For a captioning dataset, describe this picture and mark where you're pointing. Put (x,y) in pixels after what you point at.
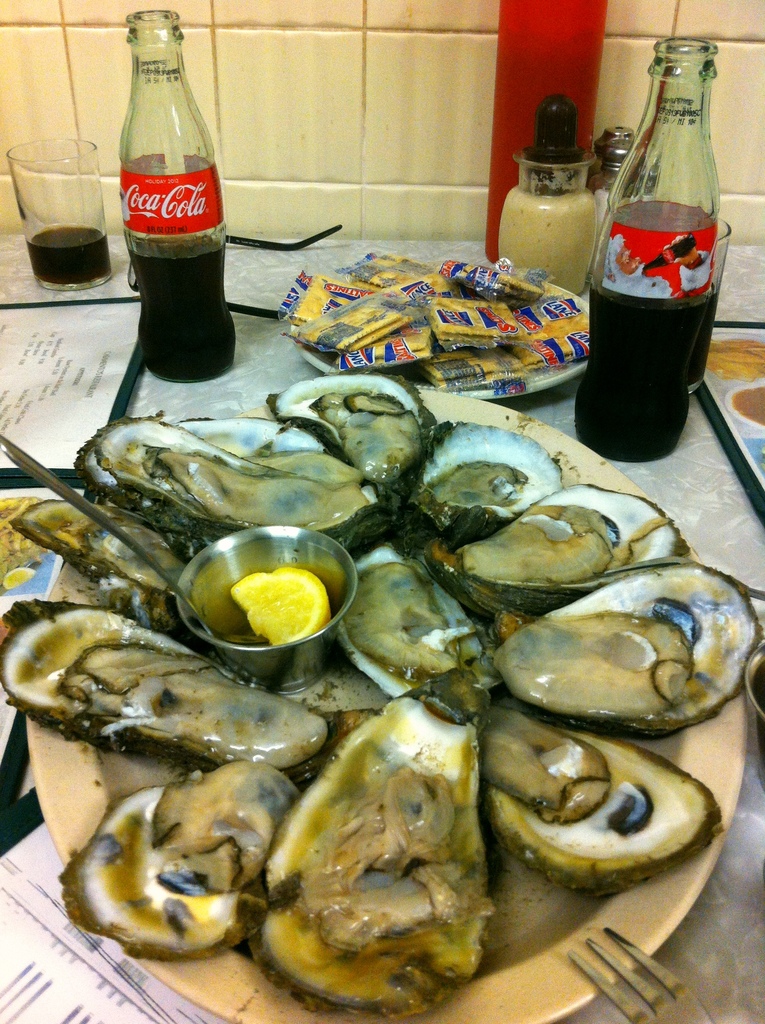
In this picture I can see there is a plate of food (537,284) and there are two coke bottles (647,328) and glasses (80,237), there are some menu cards (53,405) on the table (679,967) and in the backdrop (242,166) I can see there is a wall (340,170).
